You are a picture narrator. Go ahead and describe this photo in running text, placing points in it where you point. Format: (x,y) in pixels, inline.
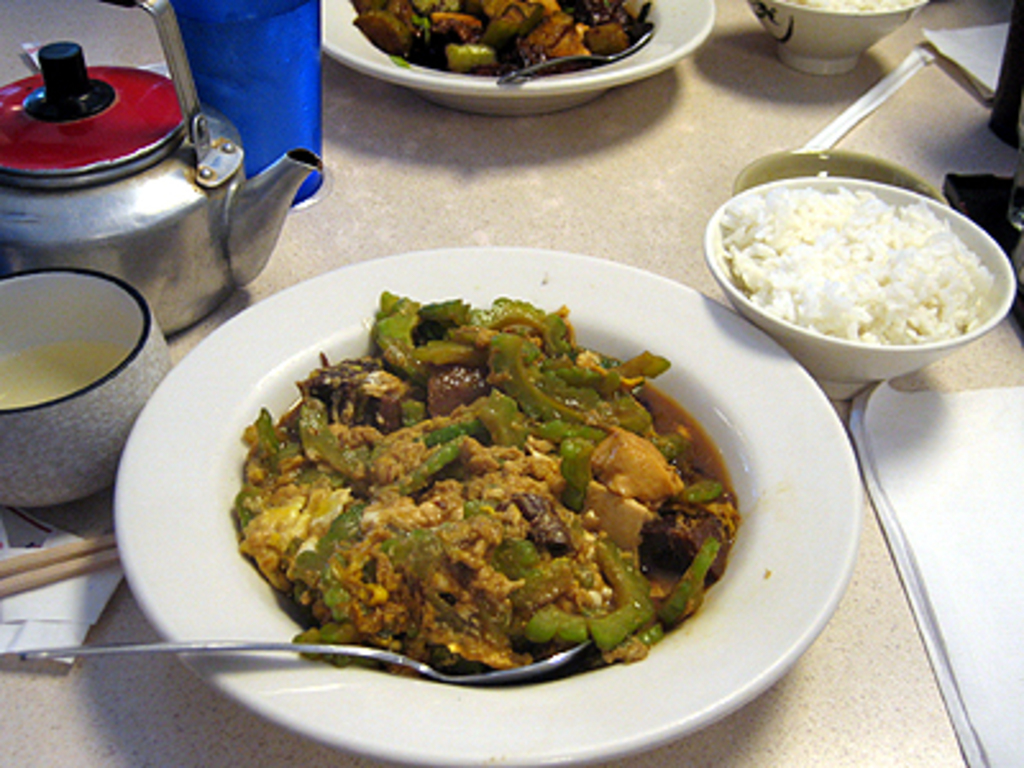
In this picture I can see there is a plate (398,289) of food (368,635) placed in the plate (179,429) and there is a kettle (62,179) and there is some other plate (391,75) with food (557,32).
